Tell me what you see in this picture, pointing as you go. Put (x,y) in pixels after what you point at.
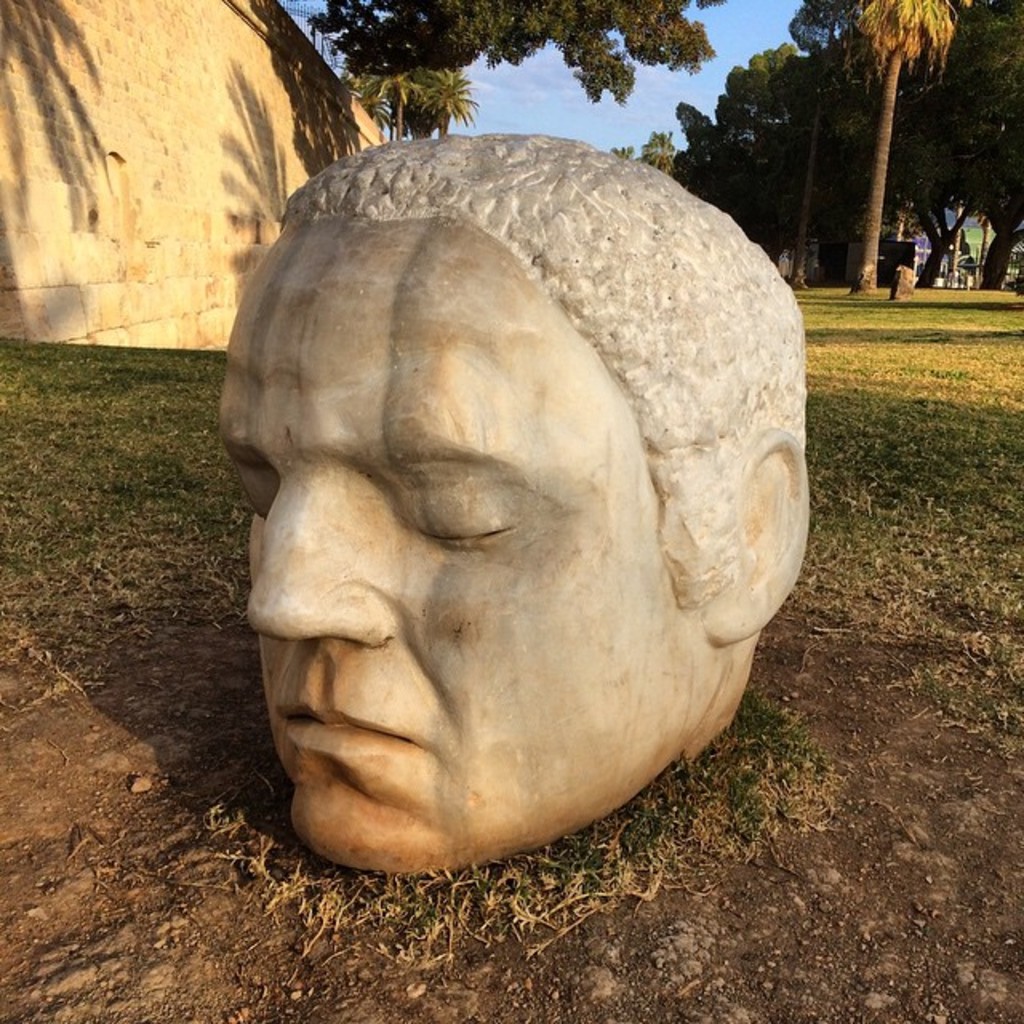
In the center of the image (658,573) there is a depiction of a person (567,676) on the ground (231,833). In the background of the image (713,55) there are trees (842,34). To the left side of the image (235,67) there is wall (169,235).
